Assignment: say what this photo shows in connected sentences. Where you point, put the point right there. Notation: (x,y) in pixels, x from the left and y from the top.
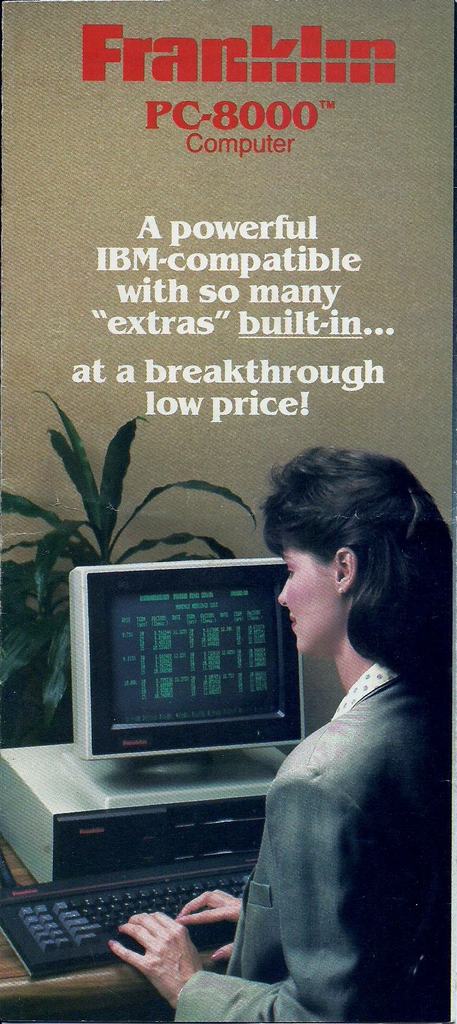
In this image we can see an advertisement (178,291) and the picture of woman (332,572) working at the desktop (151,788).
